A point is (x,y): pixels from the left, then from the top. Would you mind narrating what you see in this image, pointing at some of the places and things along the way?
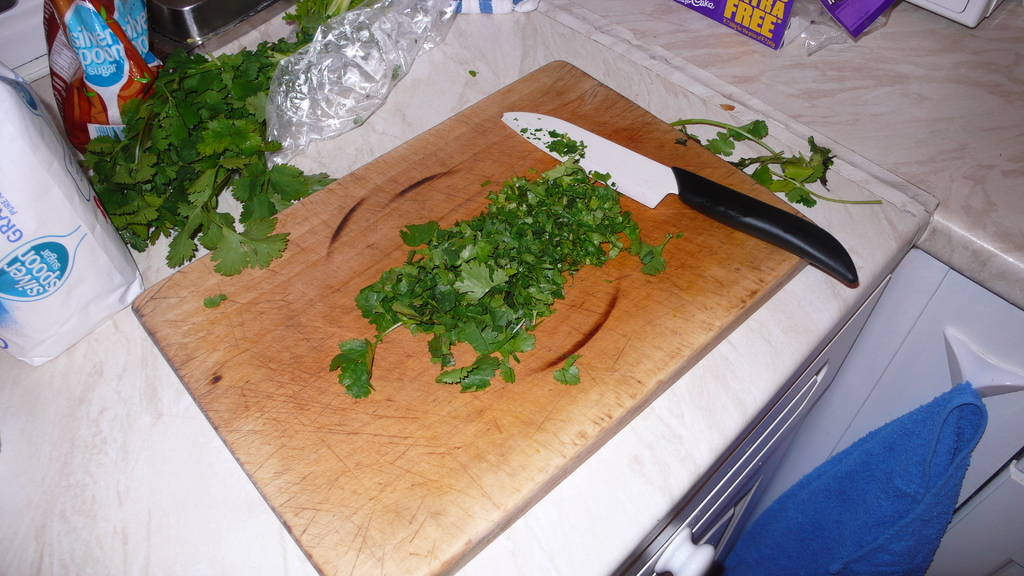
In the image we can see there is a vegetable cutting pad (514,365) on which there are coriander leaves (520,272) which are cut into pieces (551,243). Beside there is a knife (596,159) and there are coriander leaves (239,171). There is a plastic cover (327,106) and there are packets (76,122) kept on the table (59,428). There is a cloth (970,397) which is kept on the handle (975,382).
